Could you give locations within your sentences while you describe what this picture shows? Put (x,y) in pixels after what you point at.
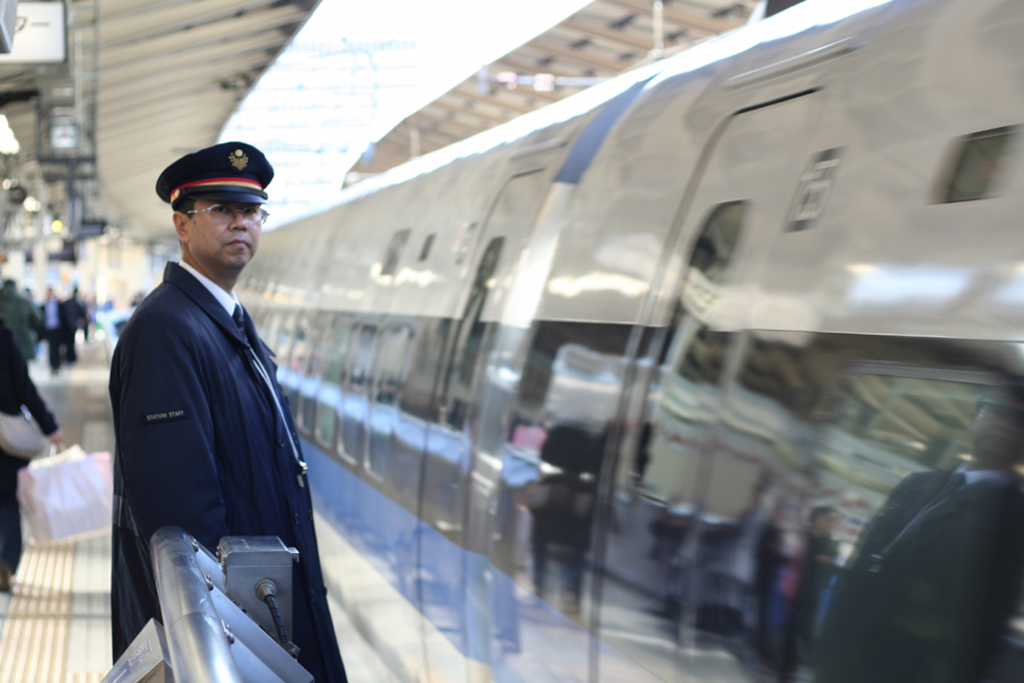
In the foreground of this picture (616,626), there is a man (208,384) in black coat (314,528) standing on a platform (40,375) and a train (441,412) is moving in front of him. In the background (185,84), there is a shed (232,74), cables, and persons (4,410) moving on the platform (47,364).
